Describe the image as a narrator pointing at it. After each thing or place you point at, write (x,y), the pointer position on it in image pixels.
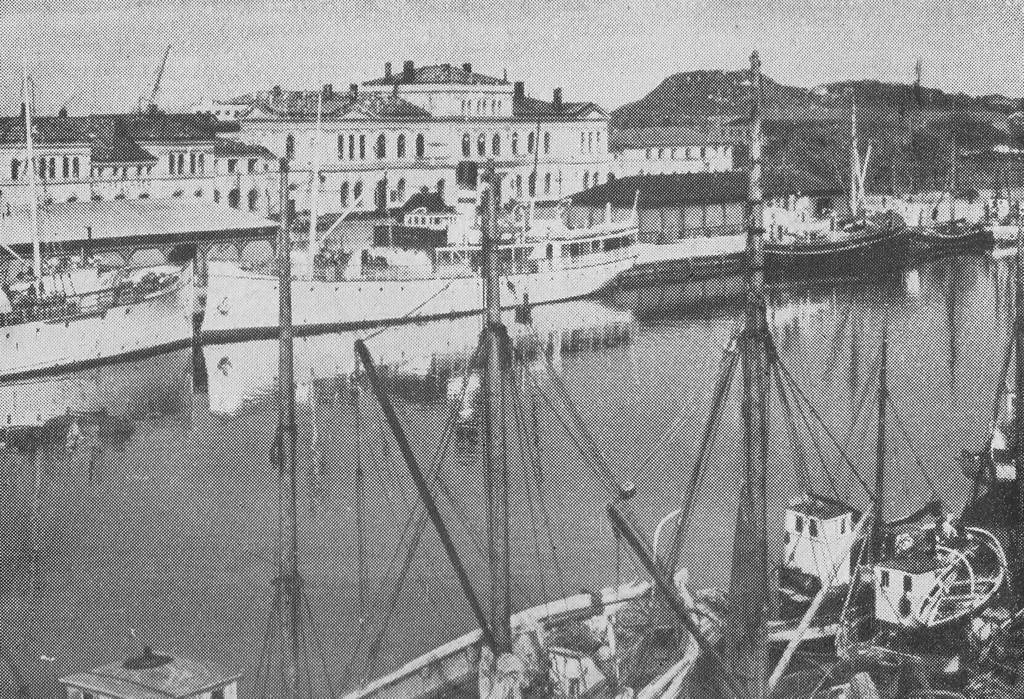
As we can see in the image there are boats (571,643), water (440,480), buildings (165,228) and hills (817,121). On the top (227,12) there is sky (240,9).
